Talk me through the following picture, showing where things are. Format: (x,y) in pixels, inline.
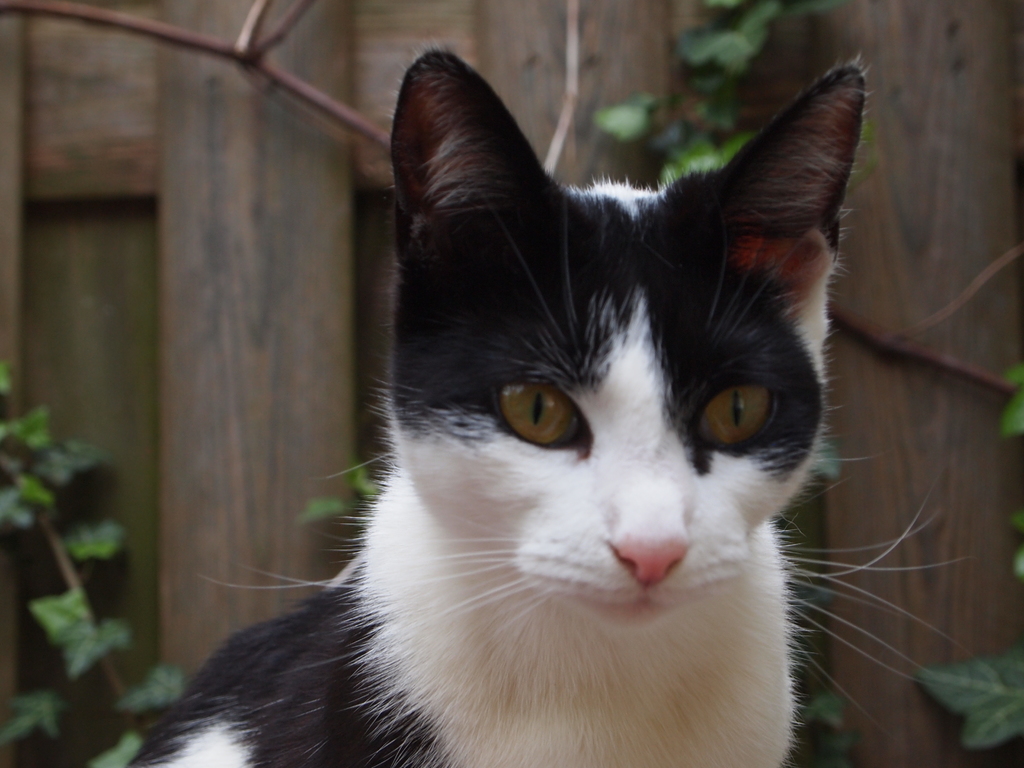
Here we can see a cat (388,510). In the background (280,547) there is a wooden board (288,237) and plants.
